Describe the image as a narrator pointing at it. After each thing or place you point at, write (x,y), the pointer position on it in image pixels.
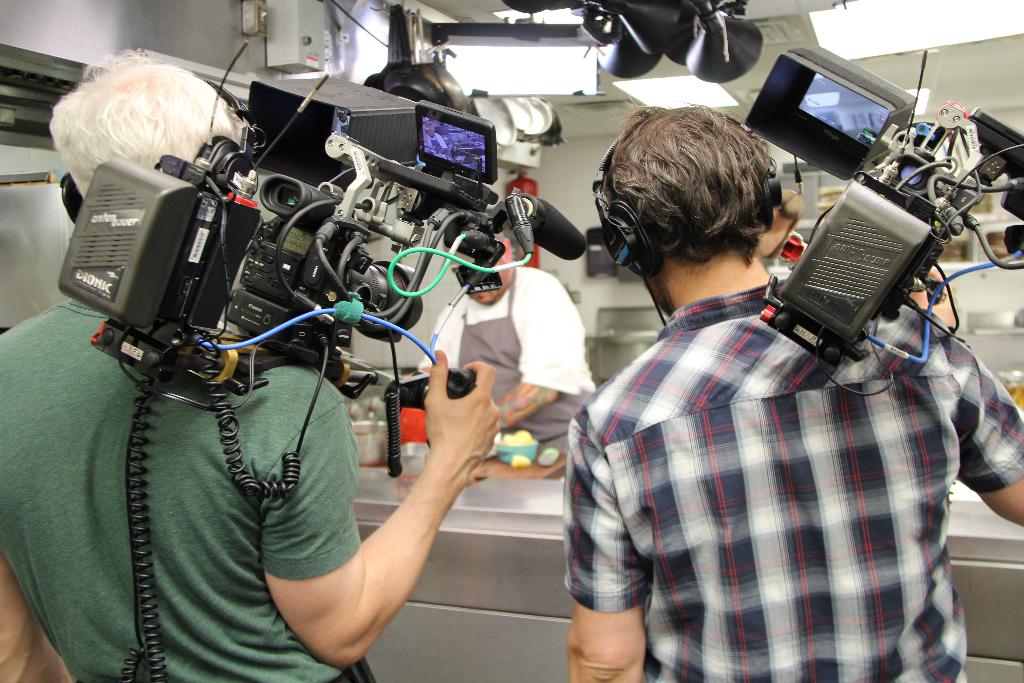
In the foreground (262,427) two men (207,438) are holding cameras (480,240) in the hands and standing facing towards the back side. In the background (518,318) there is a person (539,398) standing in front of the table (514,492). On the table (495,516), I can see some objects (405,426). In the background (581,146) there is a wall (562,170). At the top (696,33) there is a black color object (648,28).
